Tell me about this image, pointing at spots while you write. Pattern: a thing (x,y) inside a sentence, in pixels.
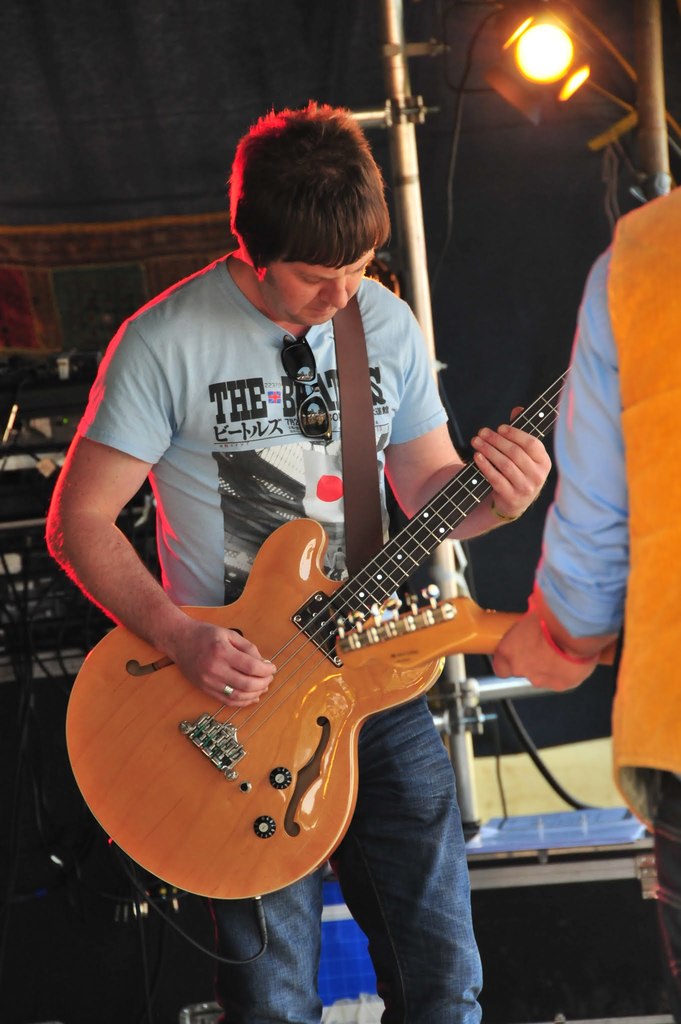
In this picture we can see a man (257,470) in light blue shirt (276,471) and blue jeans (414,865) holding a guitar (312,623) and playing it and behind him there is light (548,84), pole (406,154) and some musical instrument (49,417) and beside him there is a man (574,462) in blue shirt (610,560).
